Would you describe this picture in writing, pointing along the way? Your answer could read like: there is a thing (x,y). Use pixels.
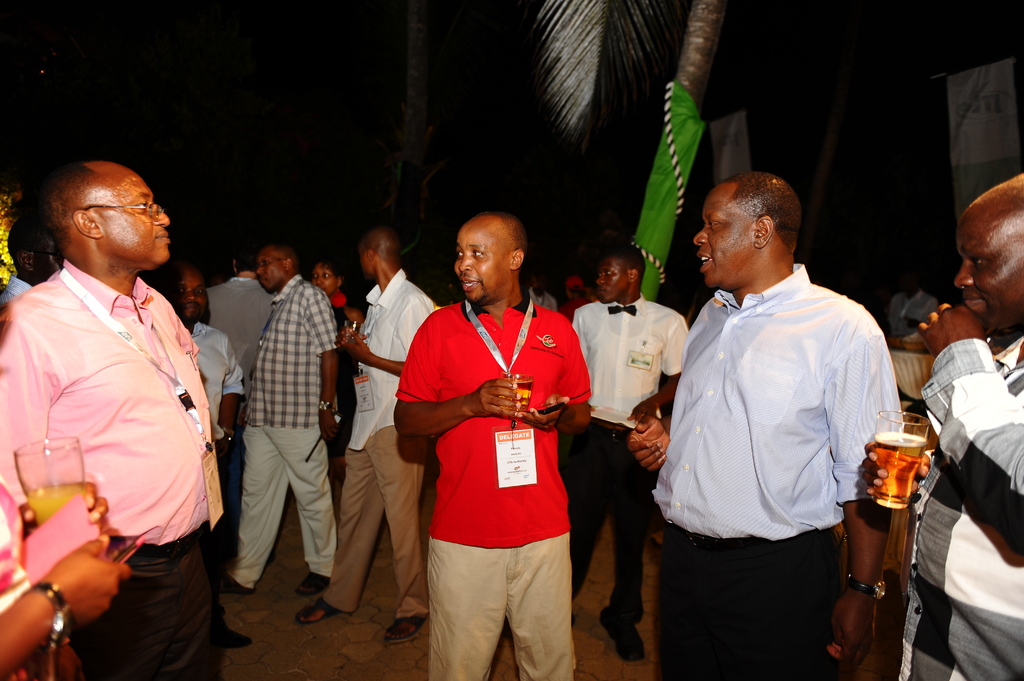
In this image, there are some people (938,410) standing and they are holding glasses (56,492) which contains drinks (53,505) in it, at the background (401,312) there are some people (279,312) walking and some (638,275) are standing, there is a tree (647,31) at the right side (716,15).
